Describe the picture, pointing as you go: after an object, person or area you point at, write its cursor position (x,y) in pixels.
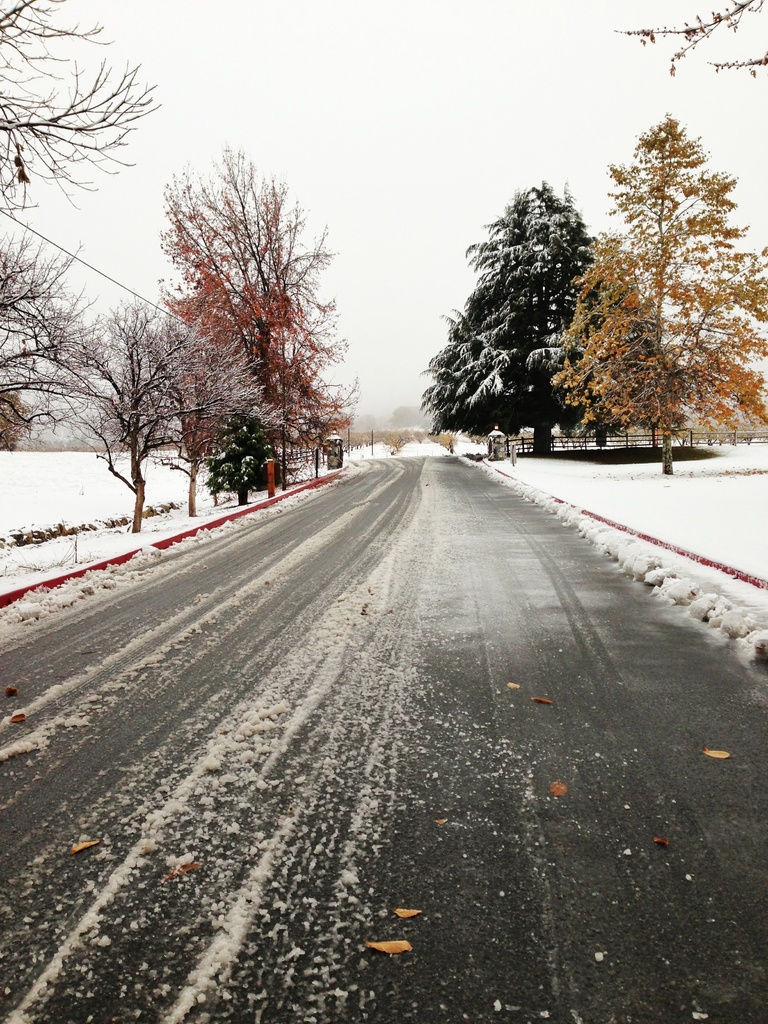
In this image we can see a empty road (418,530), on both sides of the road (463,612) there is snow (710,544), and there are some trees (506,254) and we can see sky (383,192).
